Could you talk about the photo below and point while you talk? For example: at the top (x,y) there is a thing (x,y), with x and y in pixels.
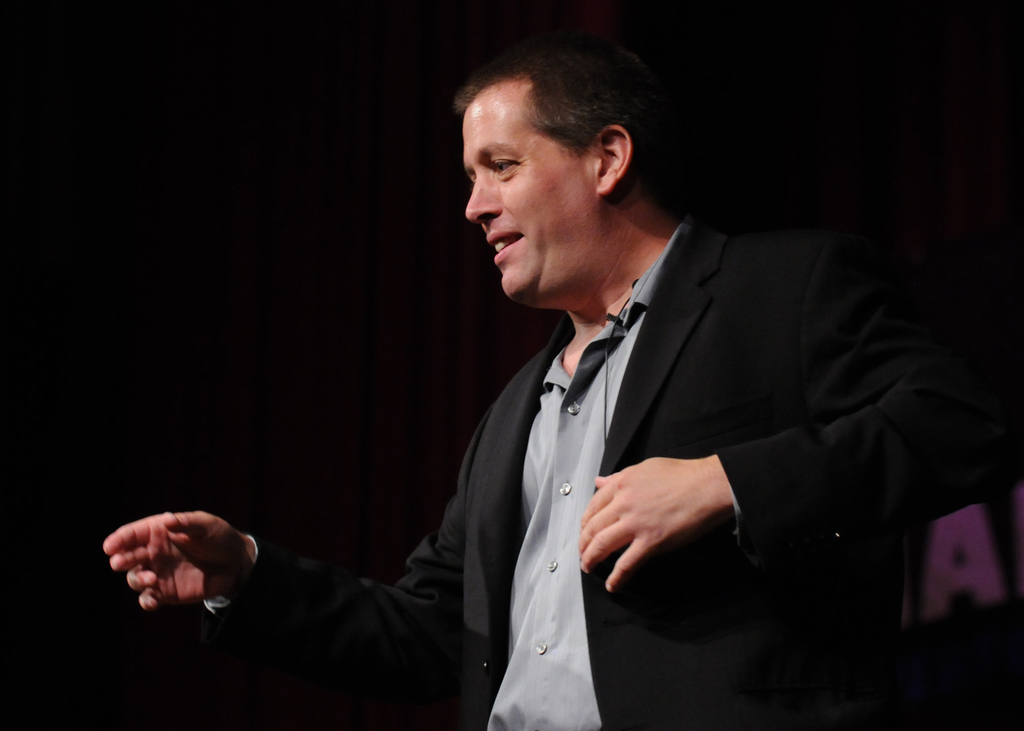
In the image there is a man (531,231) with black suit (486,505) and grey shirt (577,425) standing and the background (147,430) is totally dark.
